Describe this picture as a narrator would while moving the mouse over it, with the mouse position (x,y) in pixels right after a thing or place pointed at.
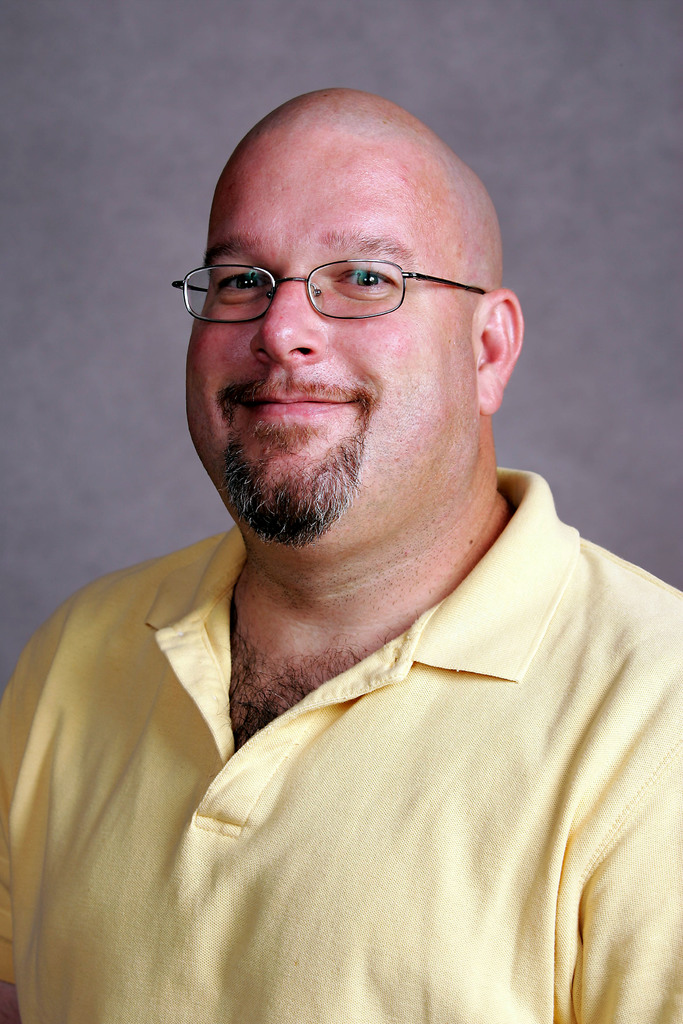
In this image there is a man (233,868) wearing yellow t-shirt (592,579) and glasses (312,298). He is smiling.
